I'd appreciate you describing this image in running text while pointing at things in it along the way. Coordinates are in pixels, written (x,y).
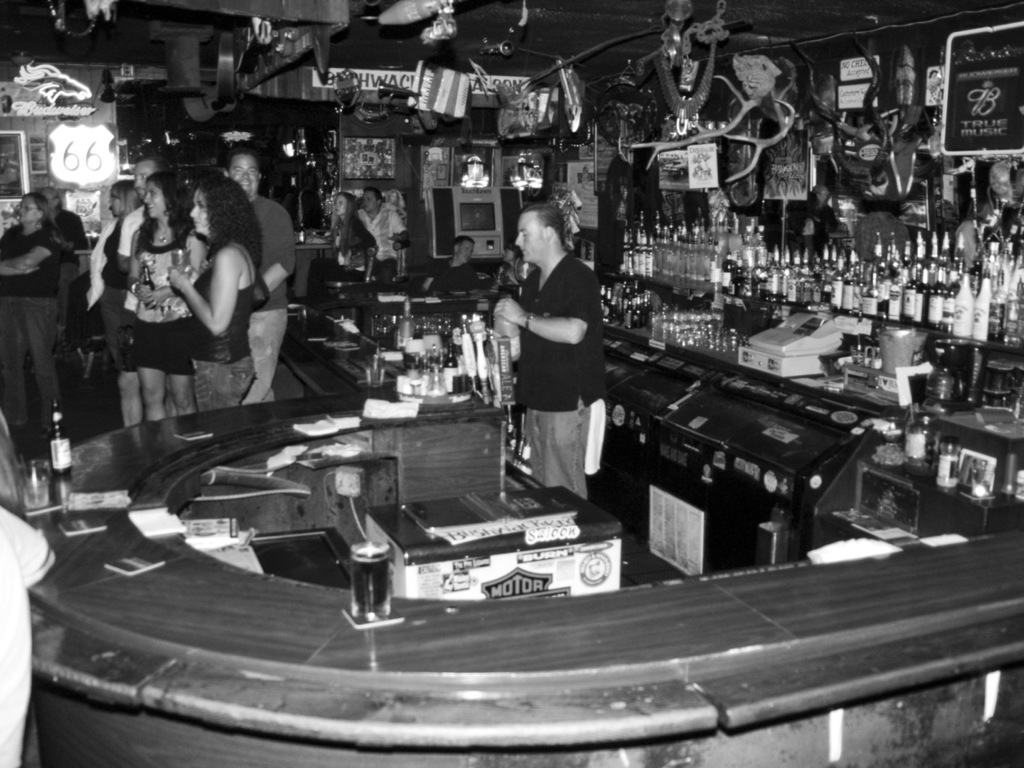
This picture seems to be clicked inside the room (20,418). On the right (749,263) we can see there are many number of bottles (762,273) and we can see there are some objects (768,87) hanging on the roof (573,43) and we can see the group of persons (206,293) holding some objects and standing. In the background (410,178) we can see the wall (429,268), group of persons (376,231) and many number of objects (509,183).
